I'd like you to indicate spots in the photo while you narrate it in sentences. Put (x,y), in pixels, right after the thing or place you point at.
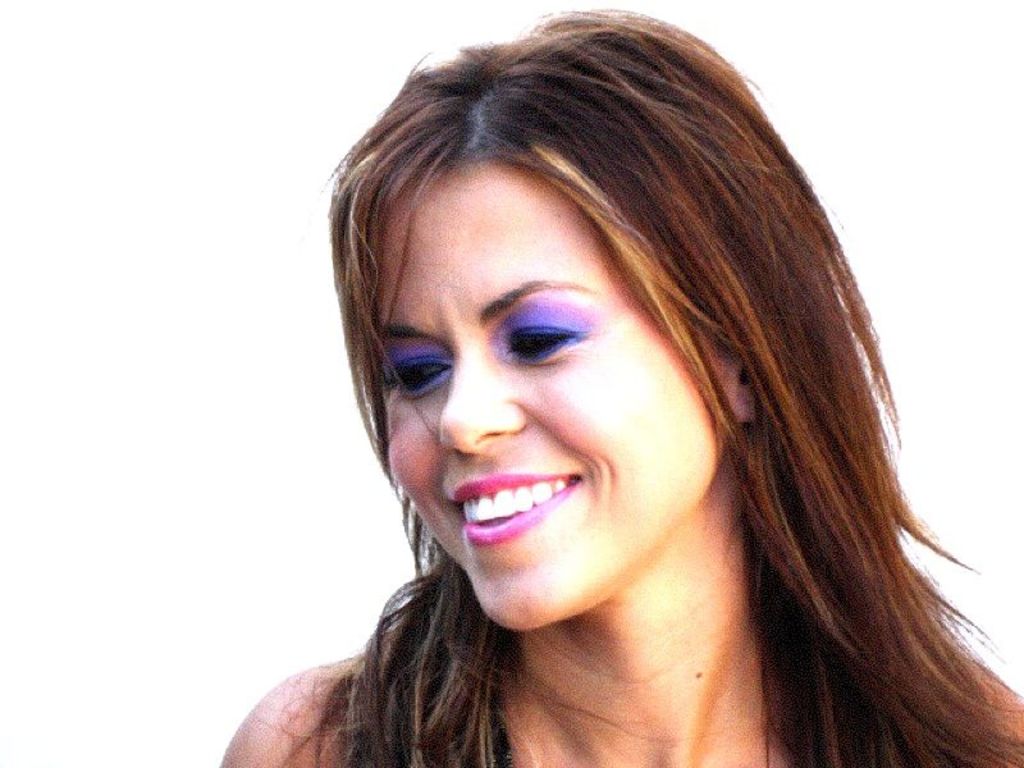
In this image I can see a woman (873,462) is having a smile (484,522) on her face (567,531) with white color background (46,262). This image is taken may be during a day.
